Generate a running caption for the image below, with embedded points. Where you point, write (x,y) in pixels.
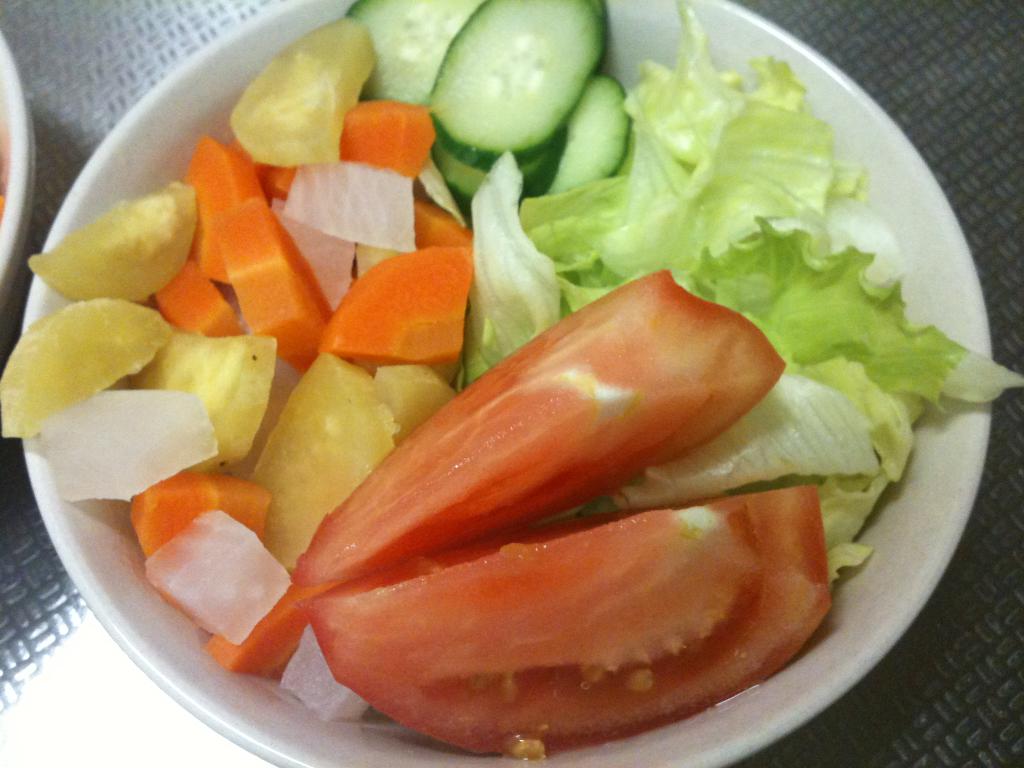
In the given image i can see a white bowl (356,766) filled with food item (301,410).
